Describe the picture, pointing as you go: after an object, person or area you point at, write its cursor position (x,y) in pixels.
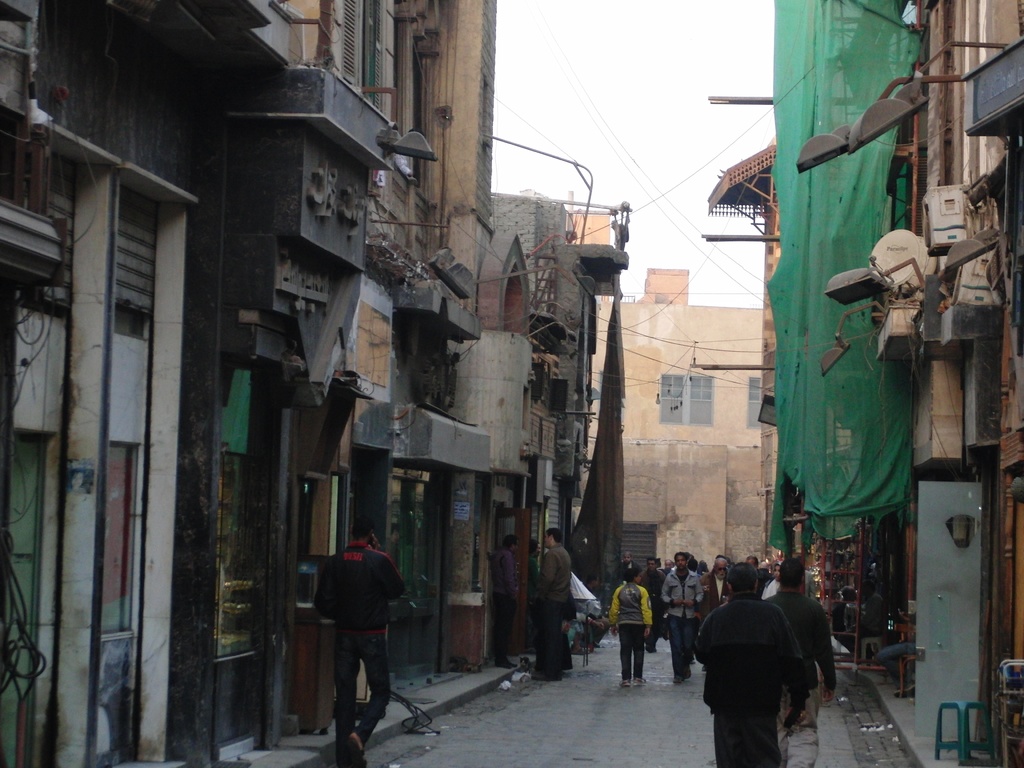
It looks like a street (605,722) few people (756,680) are walking on the street (620,696) and on either side there are buildings (1013,234). In the right (812,242) there is a green color cloth (873,464) at here and It's a sky (697,190) in the middle of an image (661,267).
